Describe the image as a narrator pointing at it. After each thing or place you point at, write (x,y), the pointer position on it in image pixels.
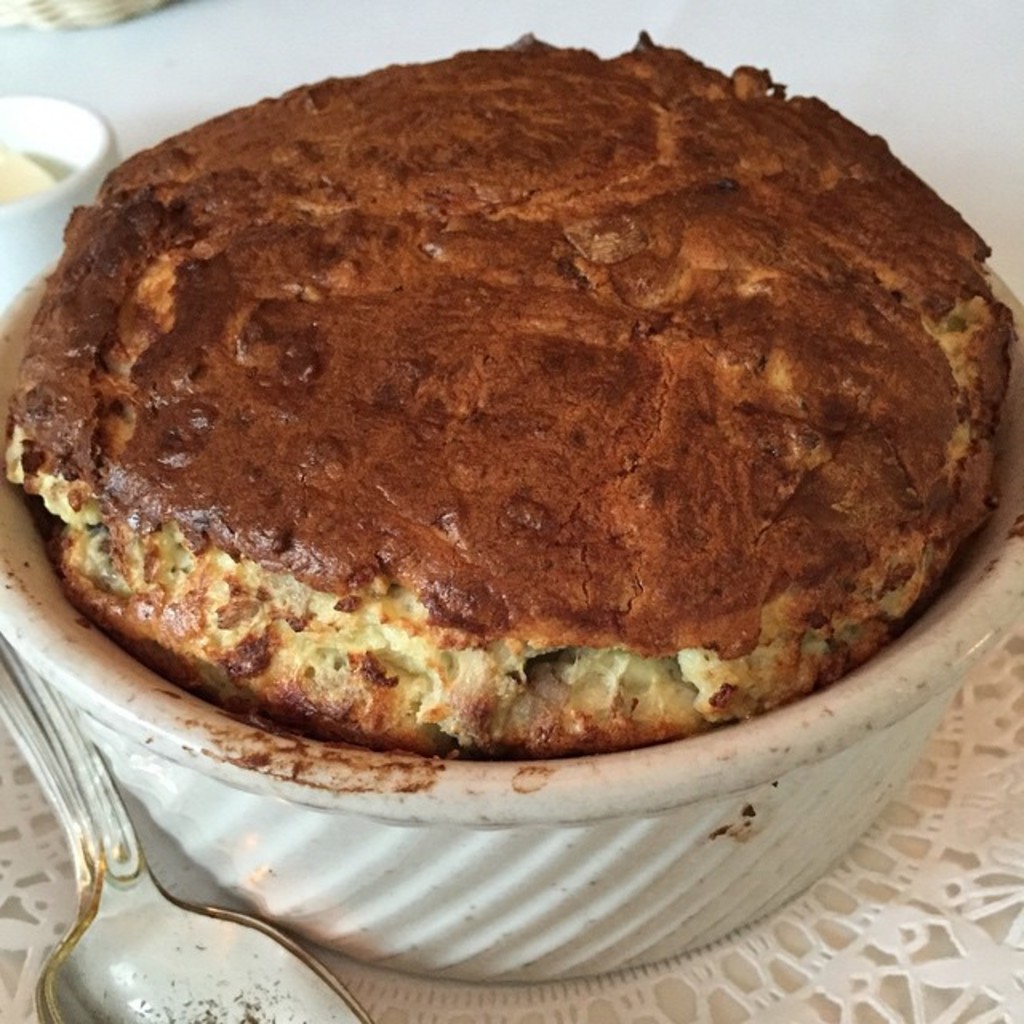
In this image, I can see a bowl (700,757) with a cake (533,732) in it. This looks like a spoon (224,923). I think this is the dining table mat (959,888), which is white in color. In the background (130,128), that looks like a table (332,36).
